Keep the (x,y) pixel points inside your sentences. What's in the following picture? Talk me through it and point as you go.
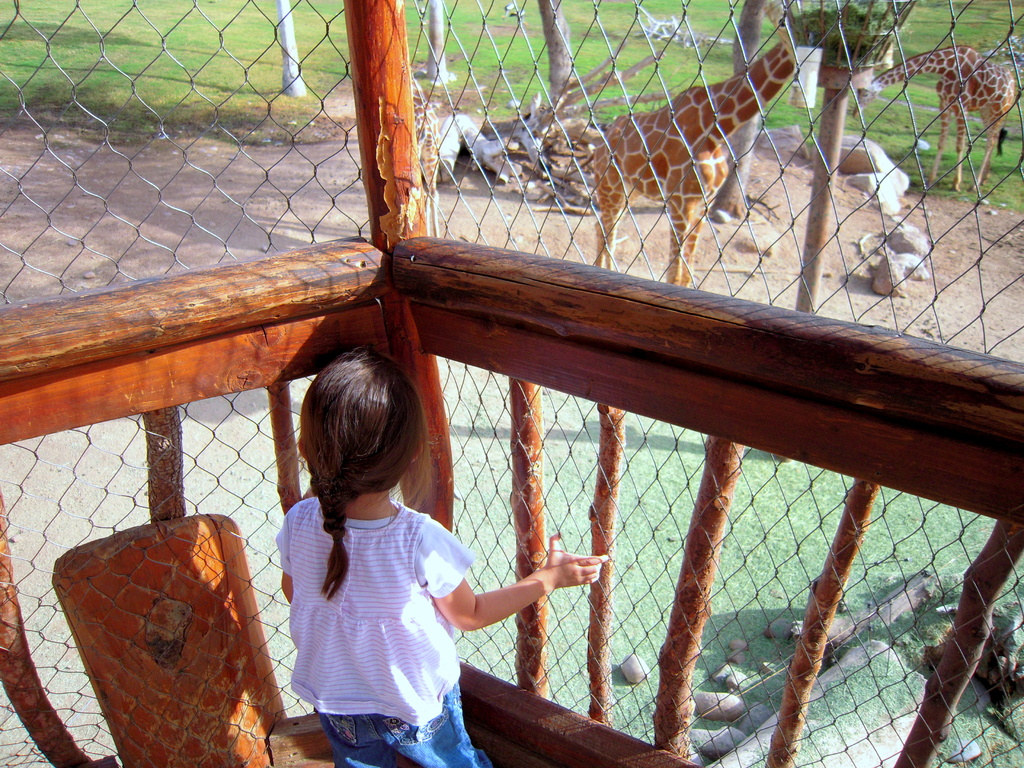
In this image in the foreground (401,510) there is one girl (392,481) who is standing, and in the foreground (368,257) there is a net (256,425) and some wooden sticks (685,346). In the background (699,112) there are two giraffes (639,162), trees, grass (20,69) and one pole (833,106).
